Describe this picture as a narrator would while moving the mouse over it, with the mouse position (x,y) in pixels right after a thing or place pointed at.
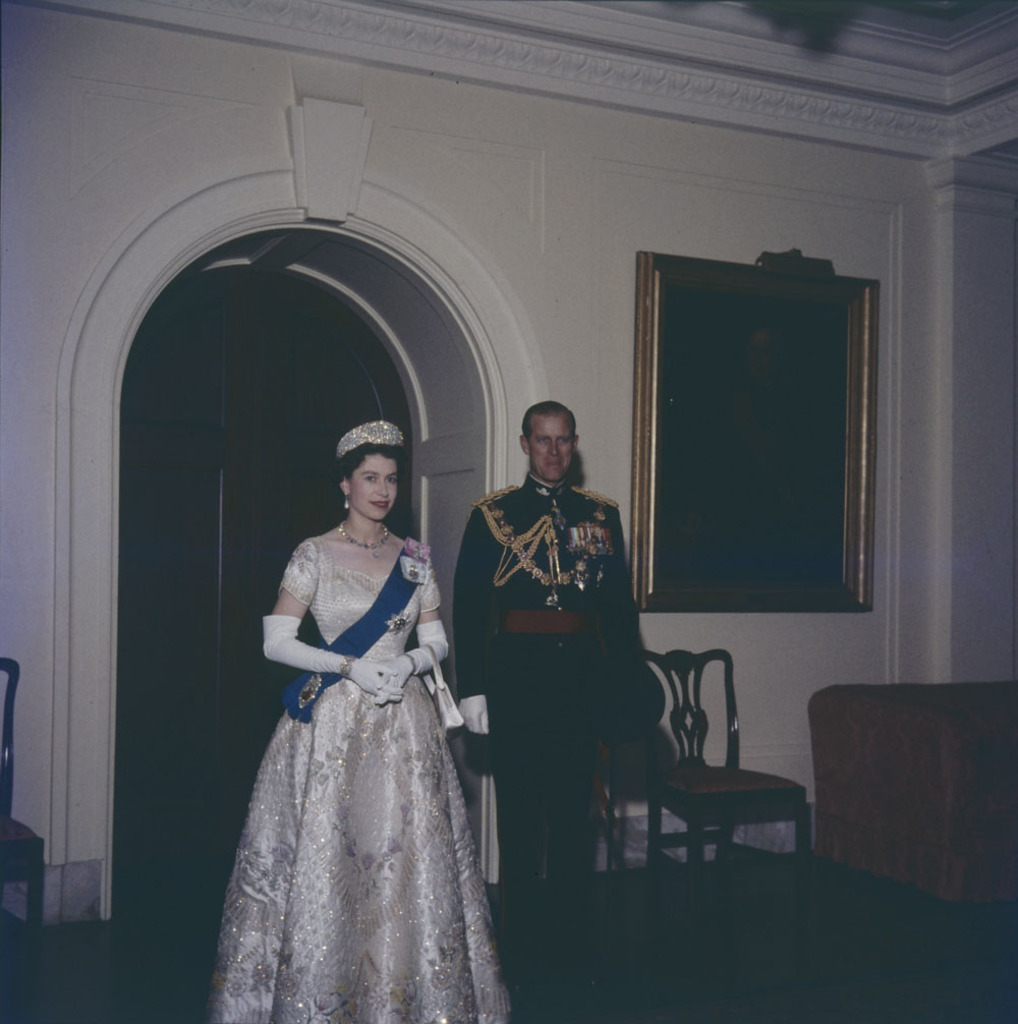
In this picture there are two people (523,530). In the background (187,381) there is a wooden door (263,358). To the right of the image (996,737) there is a chair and a sofa (840,743).
